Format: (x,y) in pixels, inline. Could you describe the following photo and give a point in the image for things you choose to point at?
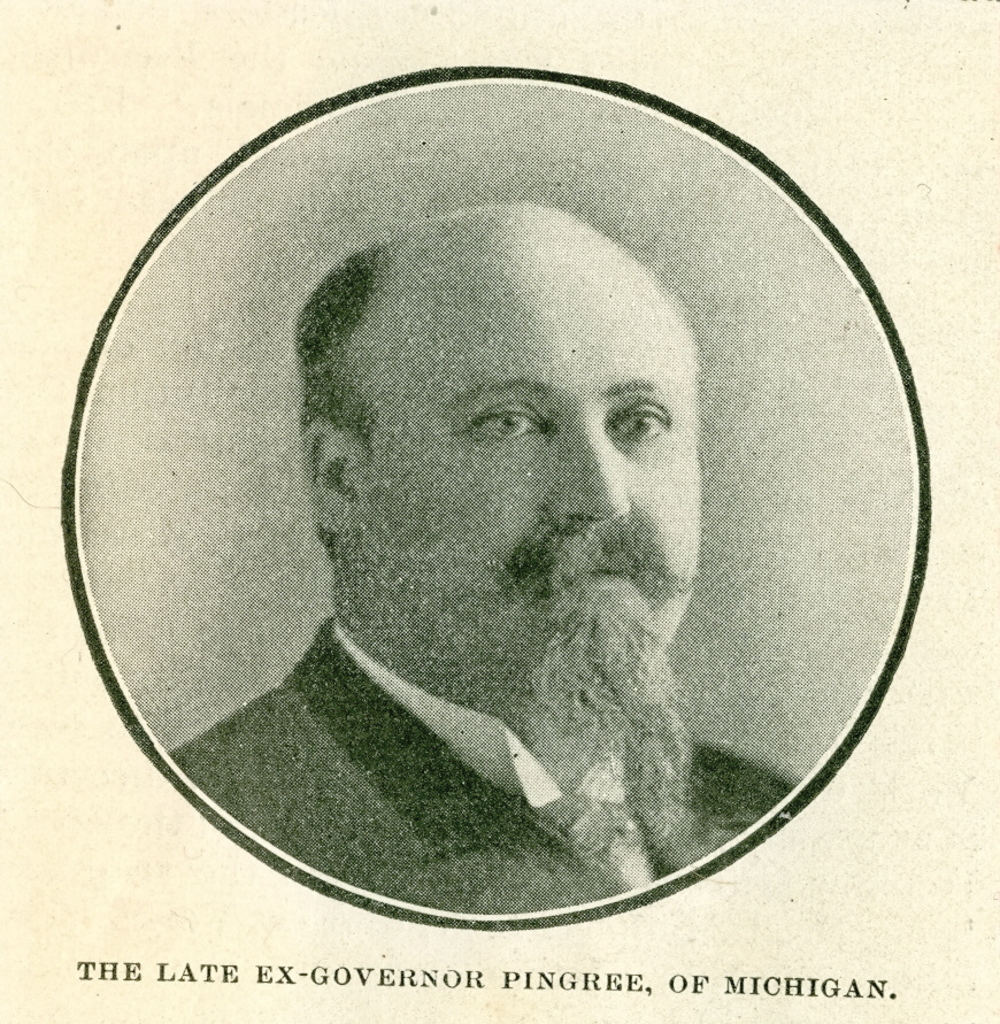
In this picture there is a image (677,645) of a person (555,661) which is in circle shape and there is something written below it.
